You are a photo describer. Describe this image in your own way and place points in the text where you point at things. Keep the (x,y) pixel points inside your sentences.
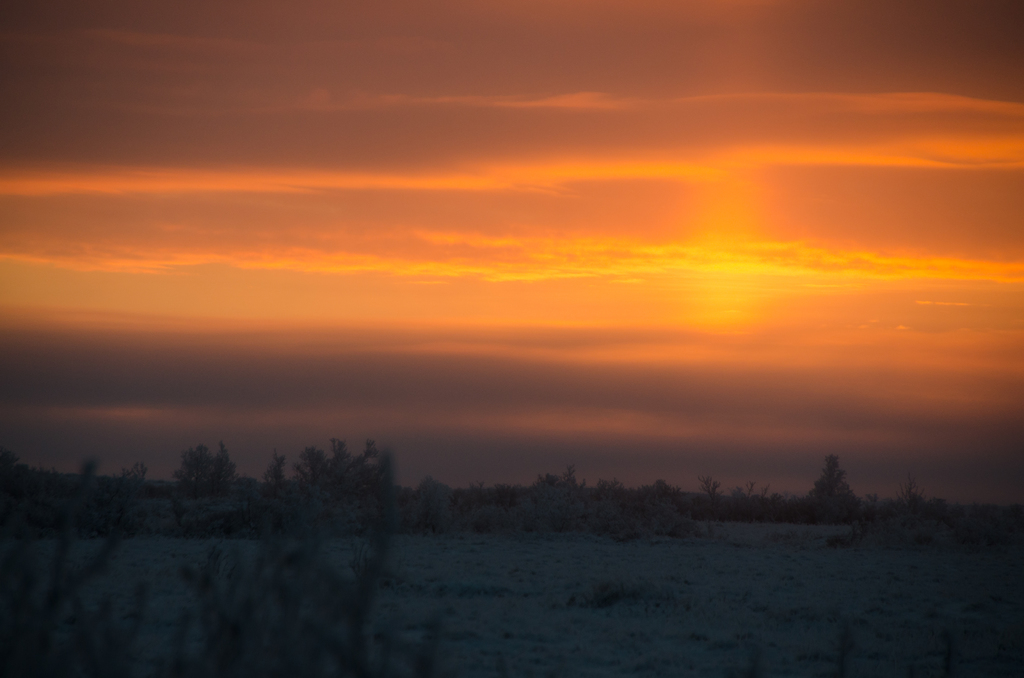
In this image there are plants (416,511), in the background (571,380) there is red sky (314,301).
